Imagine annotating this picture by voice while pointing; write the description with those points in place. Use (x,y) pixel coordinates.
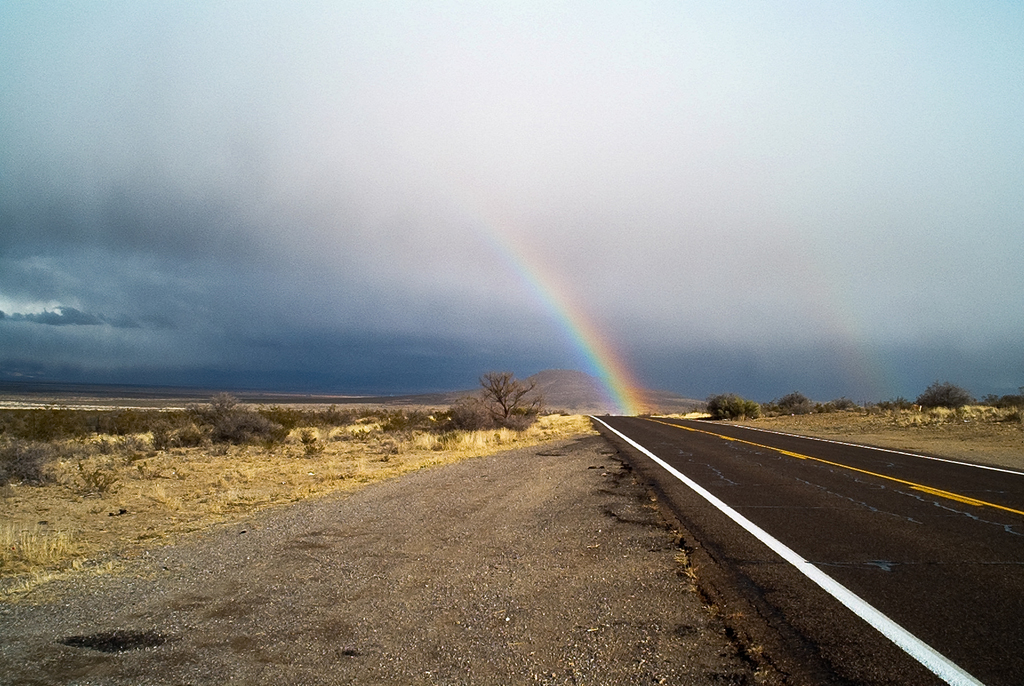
In this image we can see a road (813,532). Also there are trees (302,413). In the background (307,160) there is sky (400,146) with clouds (638,189). Also there is rainbow (546,302) and there is a hill (556,370).
